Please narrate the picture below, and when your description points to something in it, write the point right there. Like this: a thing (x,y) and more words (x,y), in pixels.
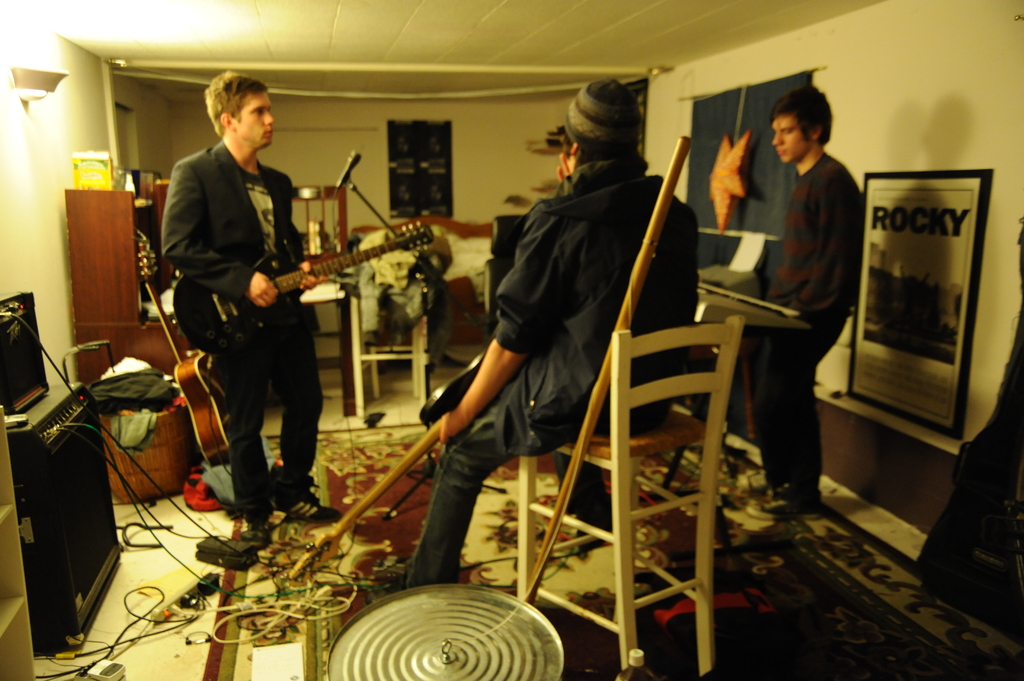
In this picture there are three men (807,287). The men (185,259) in the left side (235,287) is wearing a jacket (250,264) and playing a guitar (360,261). The men (573,271) in the middle (567,282) is sitting on the chair (593,442) and holding a guitar (428,399). The man (815,234) at the right side (825,226) is standing in front of the piano (736,303). Behind him there is a poster (943,266). And to the left side (18,456) there is a monitor (40,396) and a speaker (50,509). In the background (391,286) there are some clothes (431,279), curtains (692,176), star (733,158). In the bottom (259,602) there are some wires (296,592) and a floor mat (835,605).
